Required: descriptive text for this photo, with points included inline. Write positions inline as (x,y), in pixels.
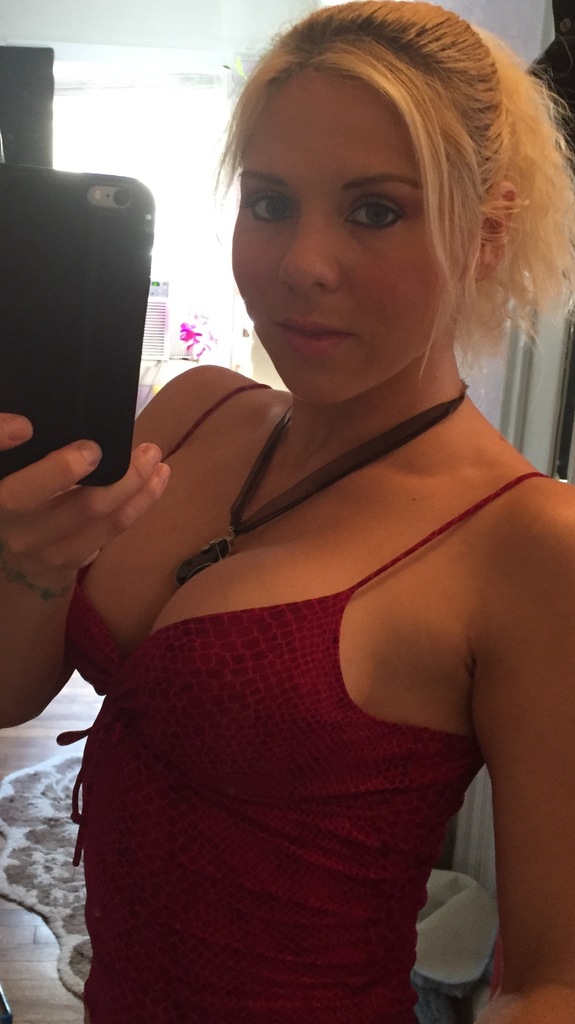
In this image we can see woman (164,733) standing with mobile phone (87,383). In the background (30,808) there is a curtain (549,312), mat (42,844) and floor (18,957).
